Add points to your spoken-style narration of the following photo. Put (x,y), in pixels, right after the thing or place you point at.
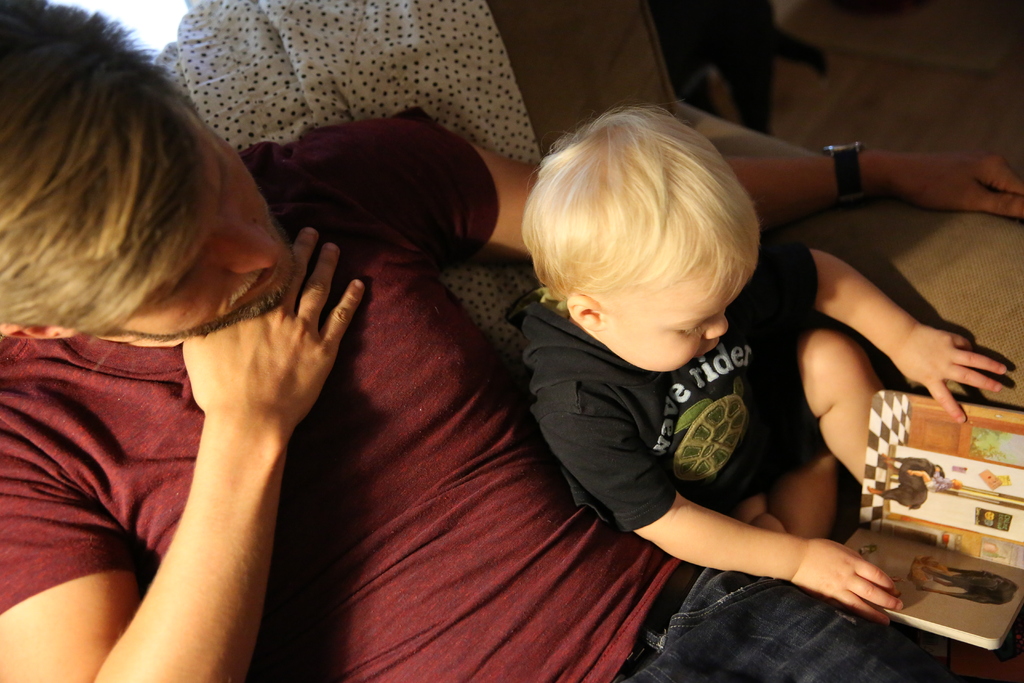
On the left side (173,359) there is a man (462,535) sitting on a couch (527,83) and looking at the baby (708,379) who is beside him. The baby (664,434) is sitting, holding a book (949,510) in the hands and looking into the book (950,470). At the back of this man (411,265) there is a white color cloth (329,83) placed on the couch (534,48). I can see a watch (841,186) to his left hand (795,182).
